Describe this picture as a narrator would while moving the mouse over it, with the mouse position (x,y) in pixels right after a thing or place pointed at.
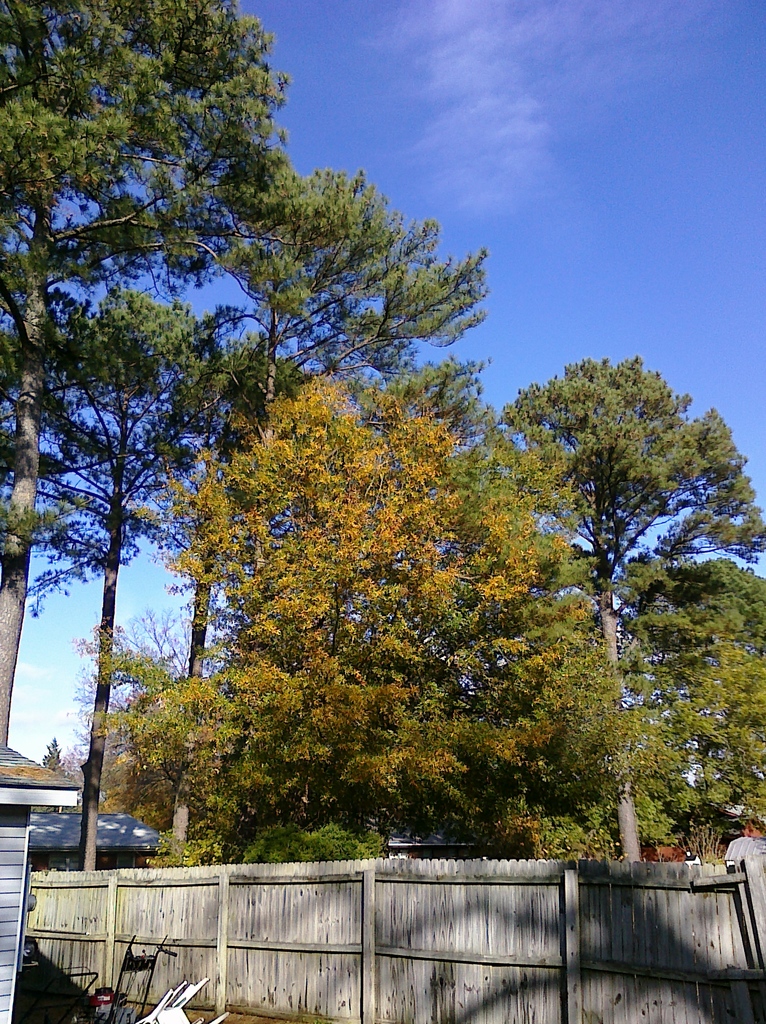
This picture is clicked outside. In the foreground (199,990) we can see there are some objects (104,1005) seems to be lying on the ground (147,1013) and we can see the wooden planks (340,917), houses (131,849), trees (110,804), sky (756,355) and some other objects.
